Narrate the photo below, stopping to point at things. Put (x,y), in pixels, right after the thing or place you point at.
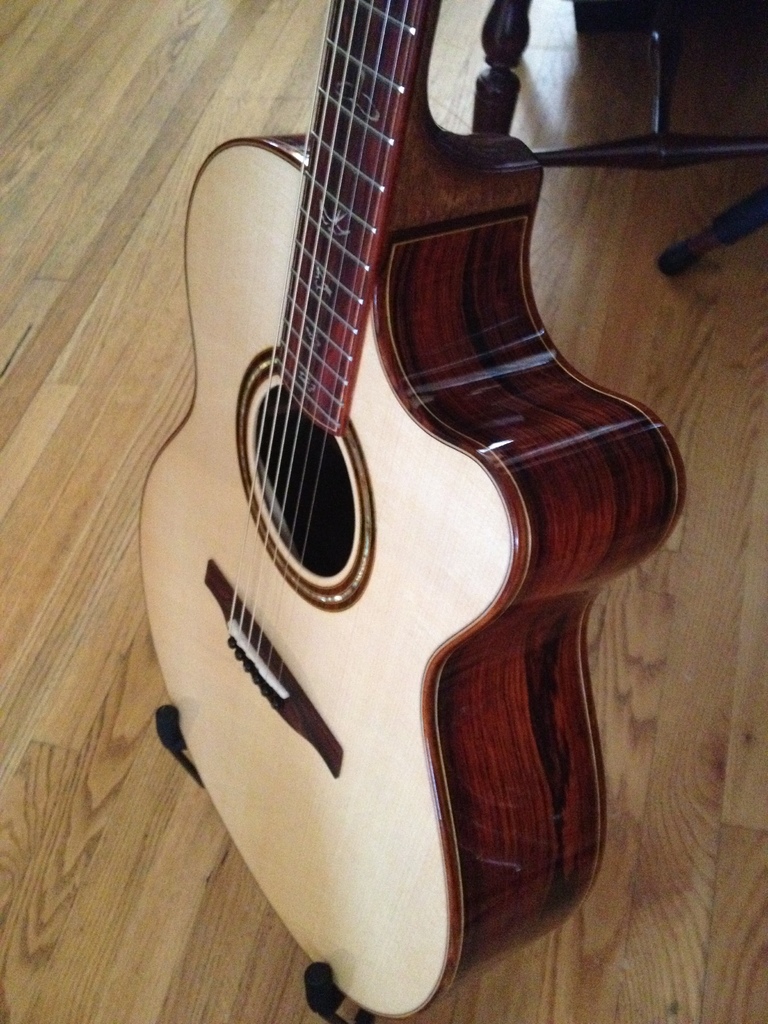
In this image I can see a guitar (287,341).
